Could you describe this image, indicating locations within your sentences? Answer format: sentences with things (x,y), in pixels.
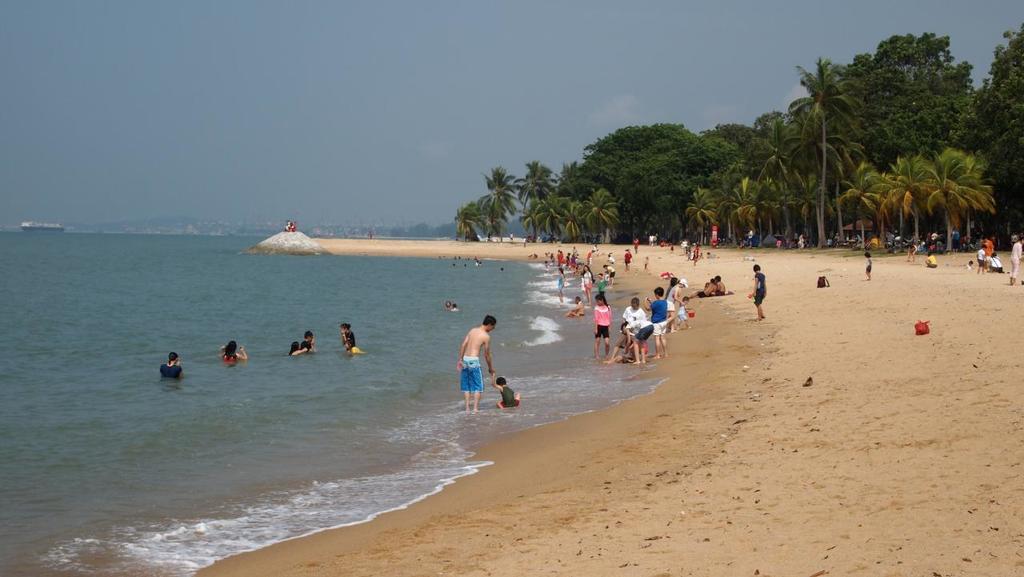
In this image there are people (492,317) on the land (712,337) having bags (917,325) and few objects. Left side there are people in the water (200,329). There is a ship (43,231) sailing on the surface of the water (111,265). Background (130,223) there are hills (314,222). Right side (703,162) there are trees (992,188). Top of the image (350,124) there is sky (405,126).
